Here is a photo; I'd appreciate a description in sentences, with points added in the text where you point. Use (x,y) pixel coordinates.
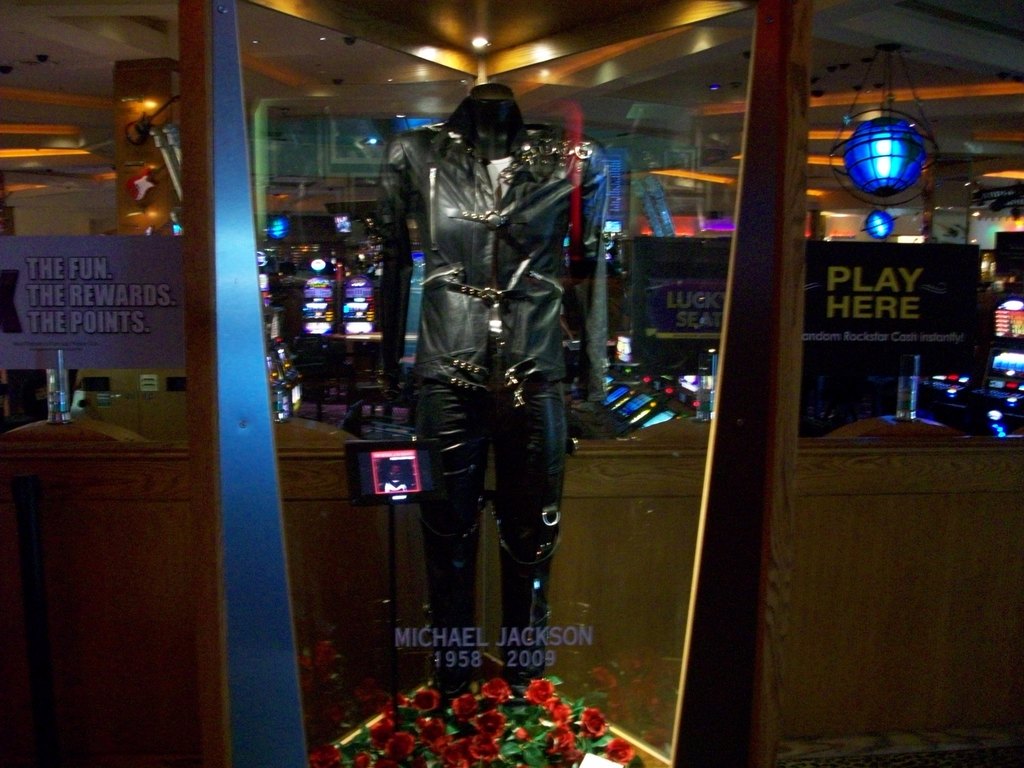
In this picture we can see a mannequin (429,503), pole (391,606), screens (314,332), glass (619,598) with some text (555,632) on it, posters (136,251), lights (855,154), pillar (143,112) and some objects (383,412).
